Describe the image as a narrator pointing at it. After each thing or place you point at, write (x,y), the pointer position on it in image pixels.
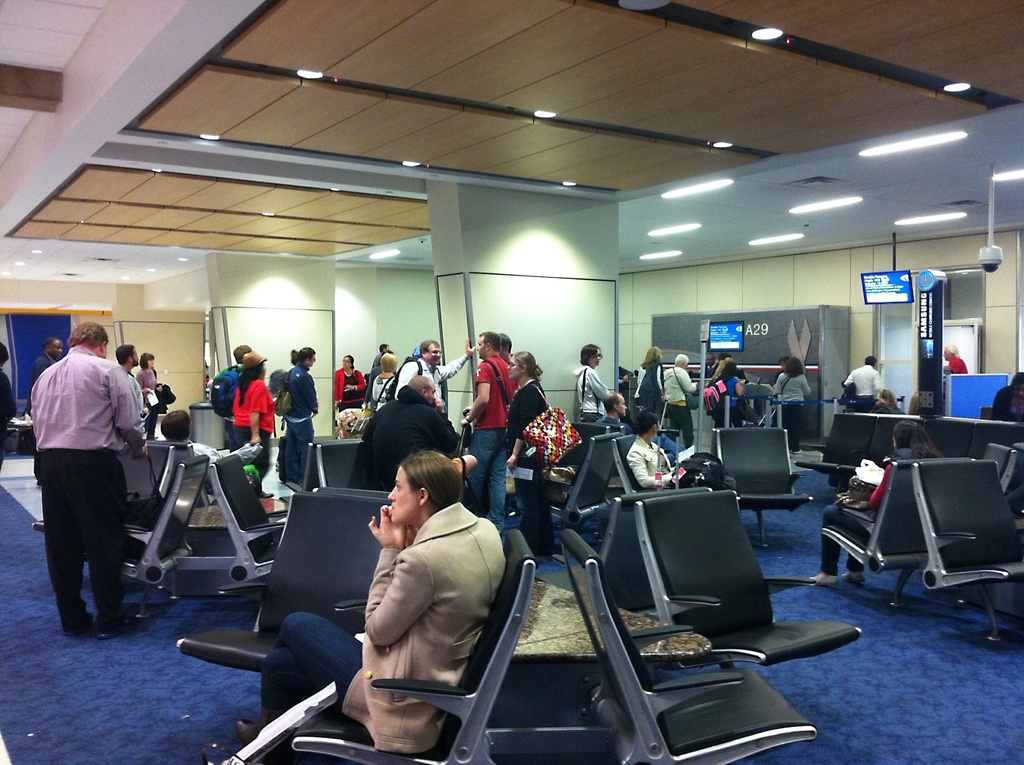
At the top (605,55) we can see ceiling (626,147) and lights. These are screens (880,282). Here we can see few persons (648,395) standing, walking, talking to each other and few are sitting on chairs (843,455). This is a floor (207,687).
